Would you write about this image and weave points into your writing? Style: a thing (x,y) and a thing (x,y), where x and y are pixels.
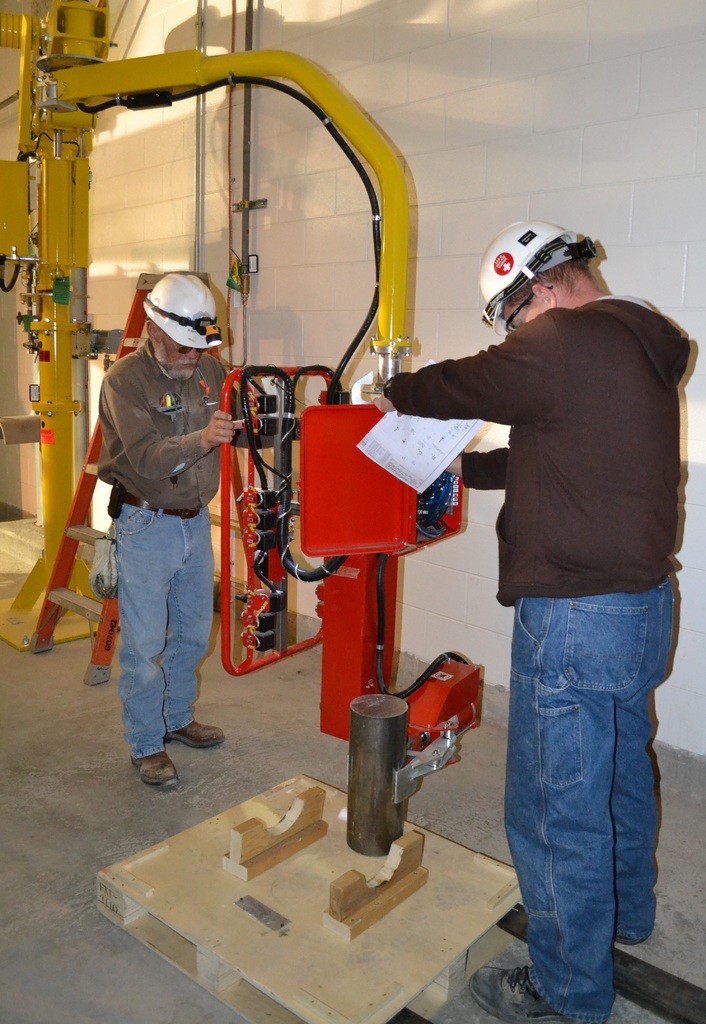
In this picture we can see two men (184,685) wore helmets (192,289), goggles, shoes (214,726) and standing on the floor (218,715), machine (10,166) and in the background (180,169) we can see the wall (255,169).
